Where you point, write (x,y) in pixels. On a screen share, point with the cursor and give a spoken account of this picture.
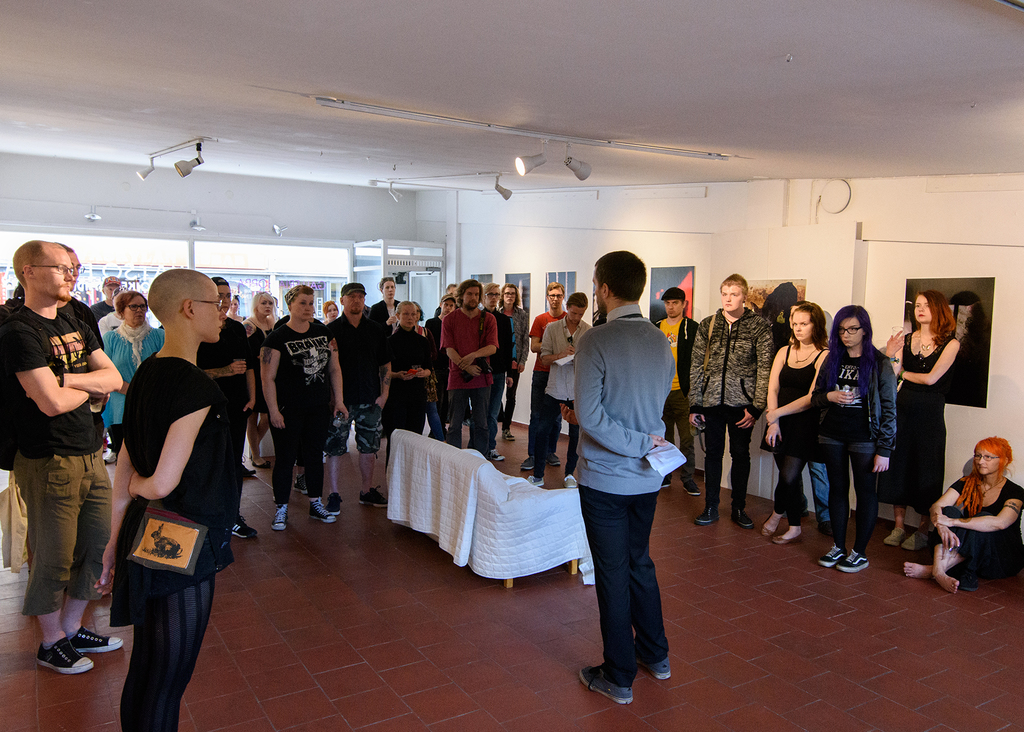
In this image it seems like the picture is taken inside the room (595,235). There is a man (602,432) standing in the middle (572,376) and there are people (250,328) around him. In front of him there is a sofa (434,511) which is covered with the white colour cloth (468,490). At the top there are lights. On the right side (778,213) there is a wall (852,243) to which there are frames (972,297) and posters (961,291).
